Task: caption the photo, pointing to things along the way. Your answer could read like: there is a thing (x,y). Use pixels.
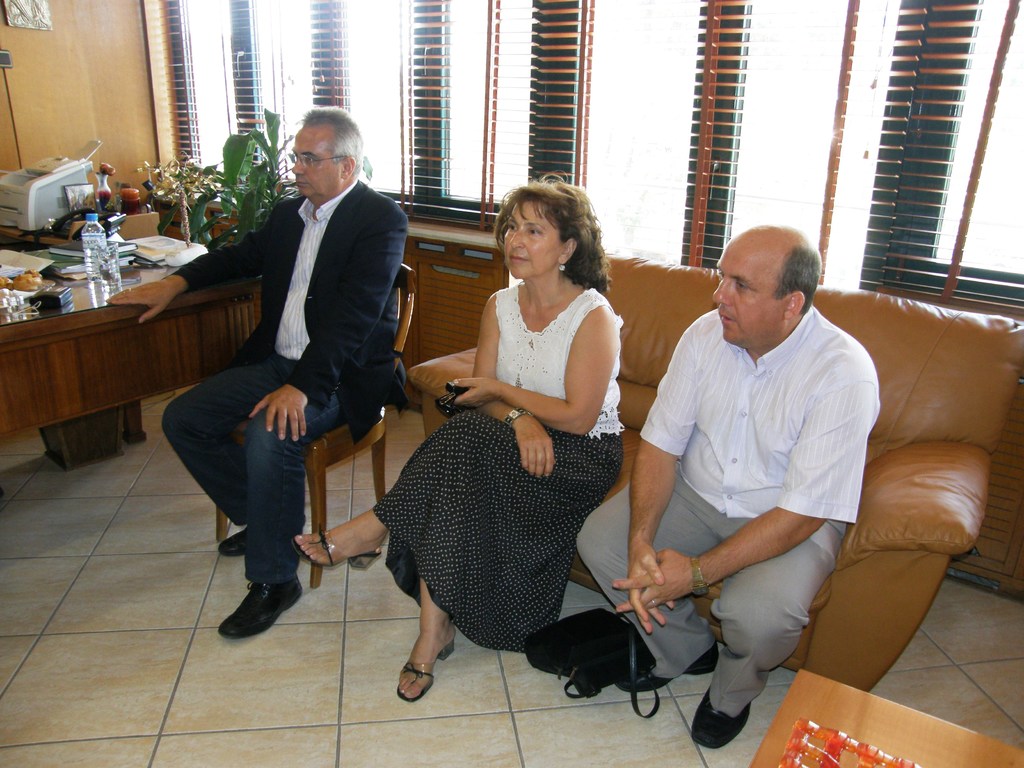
In this image i can see a woman (525,376) and a man (784,441) sitting on a couch (907,489) at left (309,379) a man (287,332) sitting on a chair (327,451), there is a bottle (91,250), printer (38,191), a paper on a table (104,324) at the back ground (350,79) i can see a window (198,39) and a wooden wall (76,77).
